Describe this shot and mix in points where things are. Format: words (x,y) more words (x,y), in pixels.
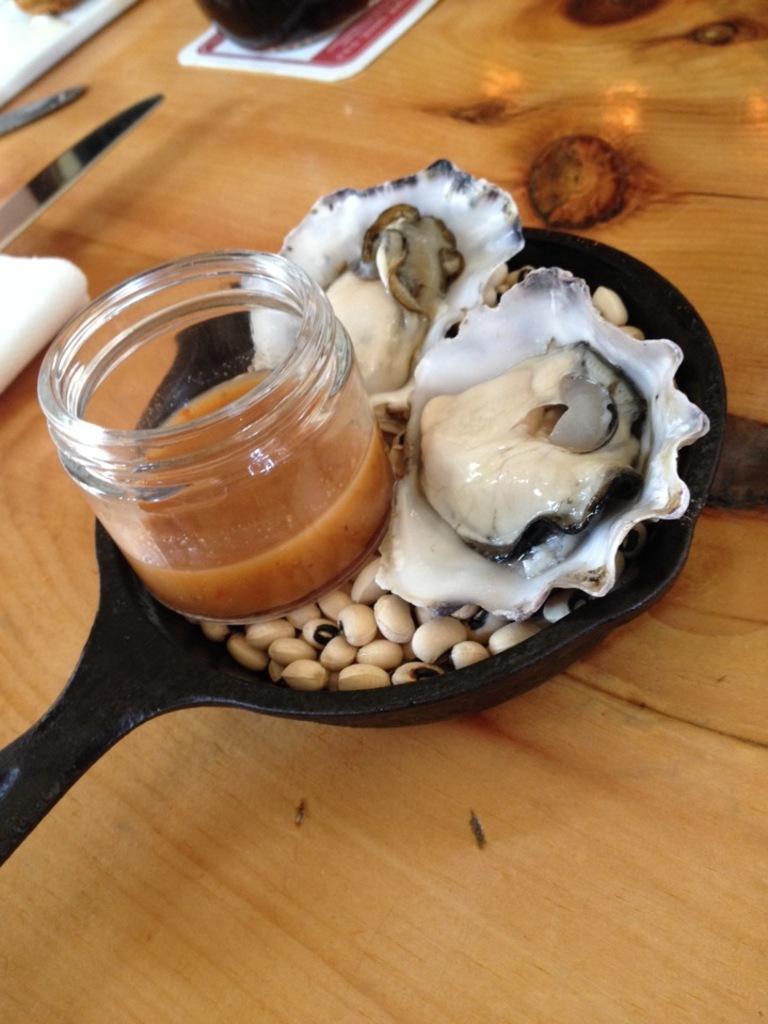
In this picture I can see a food item (489,515) in a pan (10,768), there is a liquid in a glass item (234,360), there is a knife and there are some other objects (26,3) on the table (744,94).
